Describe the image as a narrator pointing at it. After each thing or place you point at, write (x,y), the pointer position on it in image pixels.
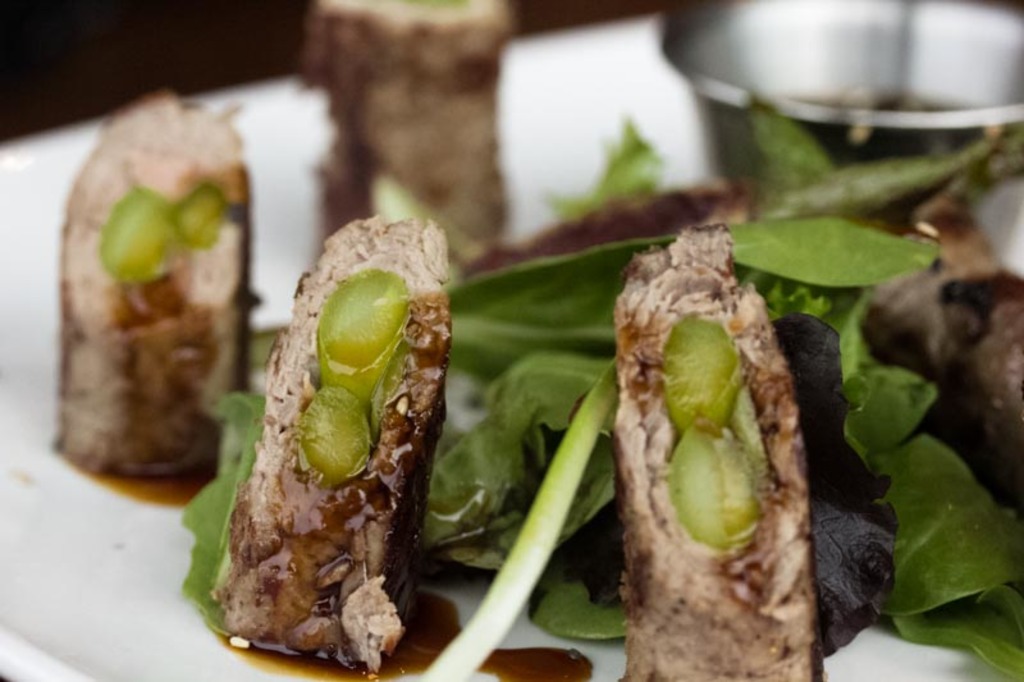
In this picture we can see food items (441,355), leaves (606,367), bowl (950,26) and these all are placed on a plate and in the background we can see it is dark.
